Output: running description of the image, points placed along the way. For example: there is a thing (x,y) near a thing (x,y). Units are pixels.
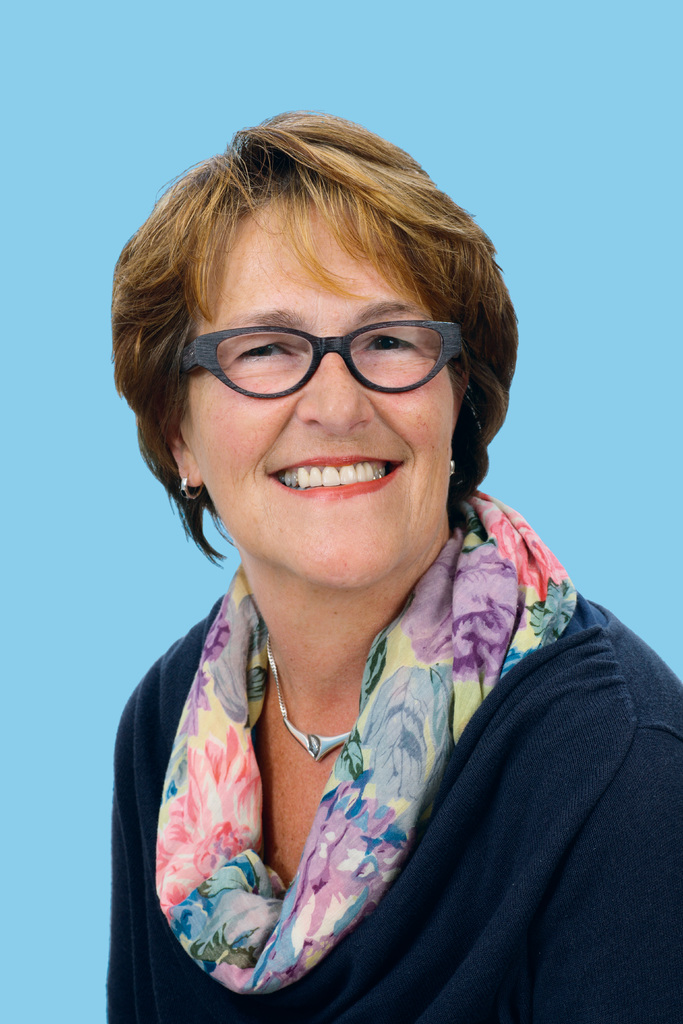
In this image, we can see a woman (327,500) is smiling and wearing glasses (261,375) and scarf (243,916). Background (614,437) we can see blue color.
